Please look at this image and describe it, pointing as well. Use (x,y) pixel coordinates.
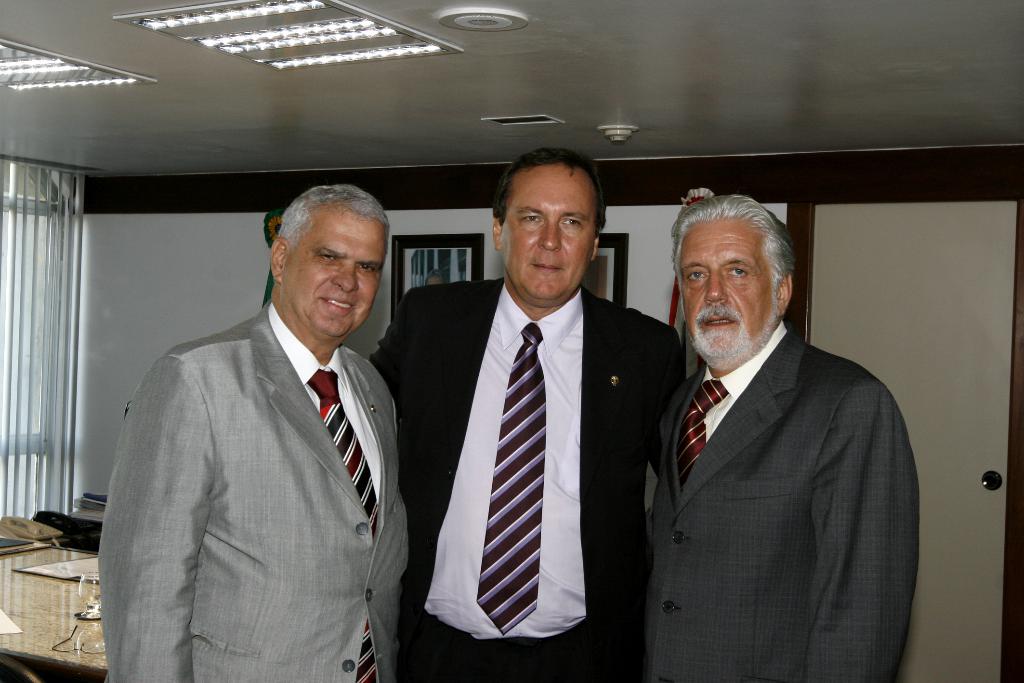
In this image we can see three persons (445,441) are standing in the middle (464,452), behind him, there is a table (45,578), with a glass (88,607) and some papers (25,543) on it, also we can see the wall (438,224) with some photo frames (455,253), there are some ceiling lights (272,42), speakers (456,17), and a fire alarm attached to the ceiling (373,74), there is a window (41,313) at the left side of the image (47,335).
